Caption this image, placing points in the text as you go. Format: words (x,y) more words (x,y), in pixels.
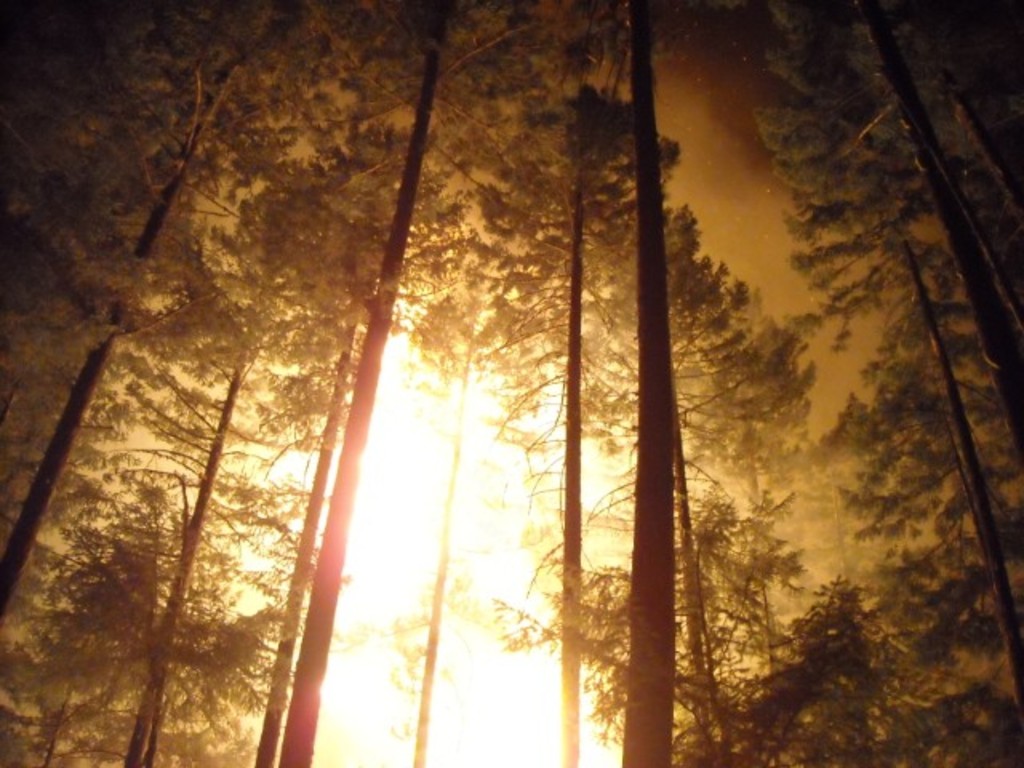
In this picture we can see a few trees (565,500) from left to right.
